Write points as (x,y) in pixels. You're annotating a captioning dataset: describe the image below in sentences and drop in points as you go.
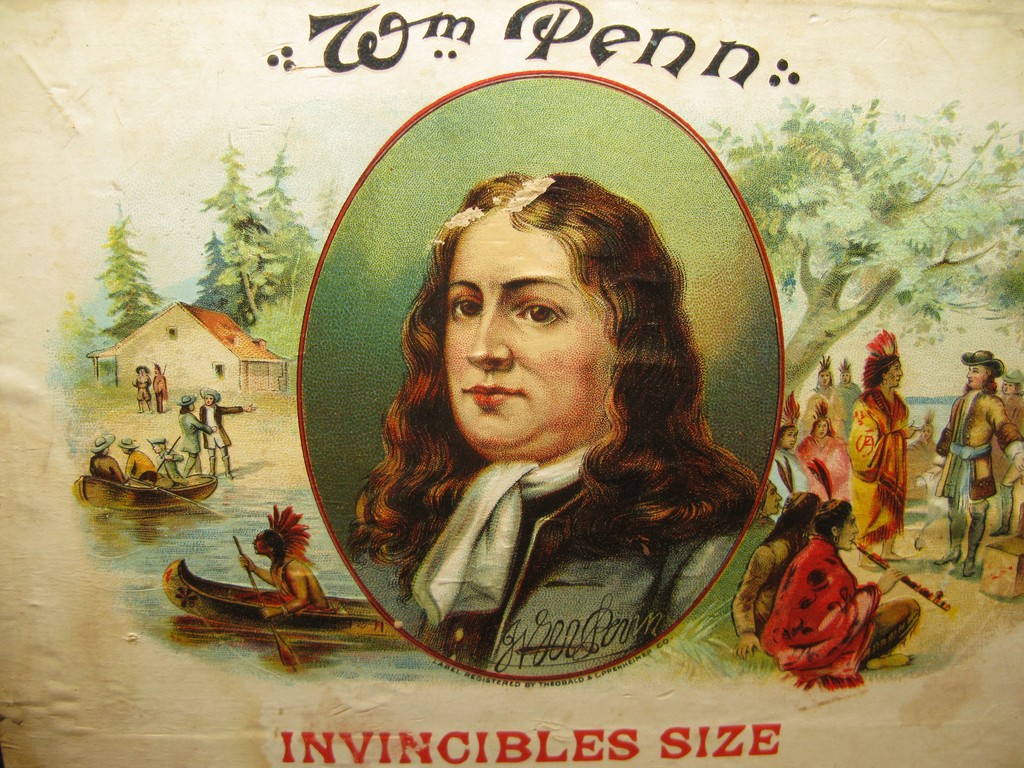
This is a poster (590,340) and in the center of the image (569,350), we can see a person (436,382). In the background (211,357), there are huts (197,373) and some people (170,454) on the boat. At the bottom (381,674), there is water (382,674) and we can see some text (716,756) written.
